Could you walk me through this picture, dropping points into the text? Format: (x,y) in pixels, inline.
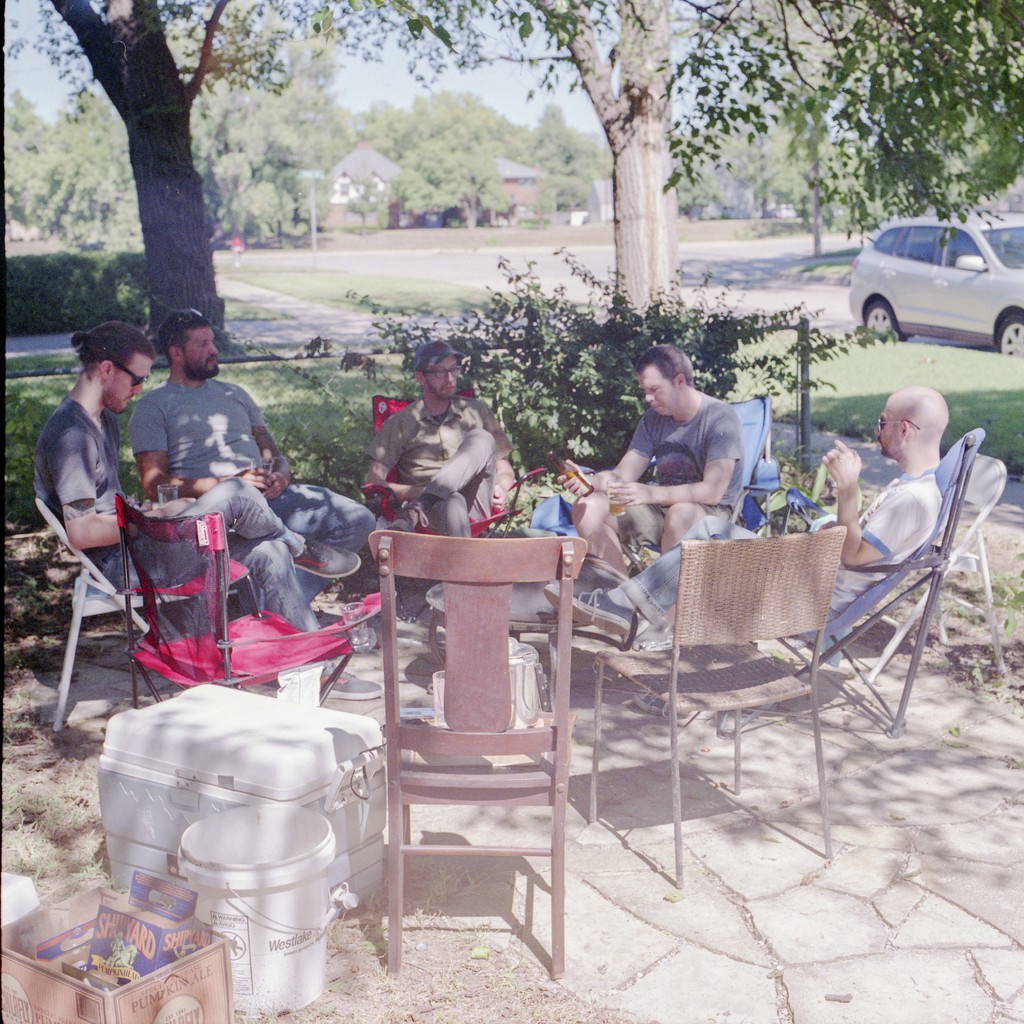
In this image I can see the group of people (901,496) sitting. In front of them there is a cooler (175,818) and the bucket (238,841). In the background (539,209) there is a car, trees (661,91) and the sky (466,91).
